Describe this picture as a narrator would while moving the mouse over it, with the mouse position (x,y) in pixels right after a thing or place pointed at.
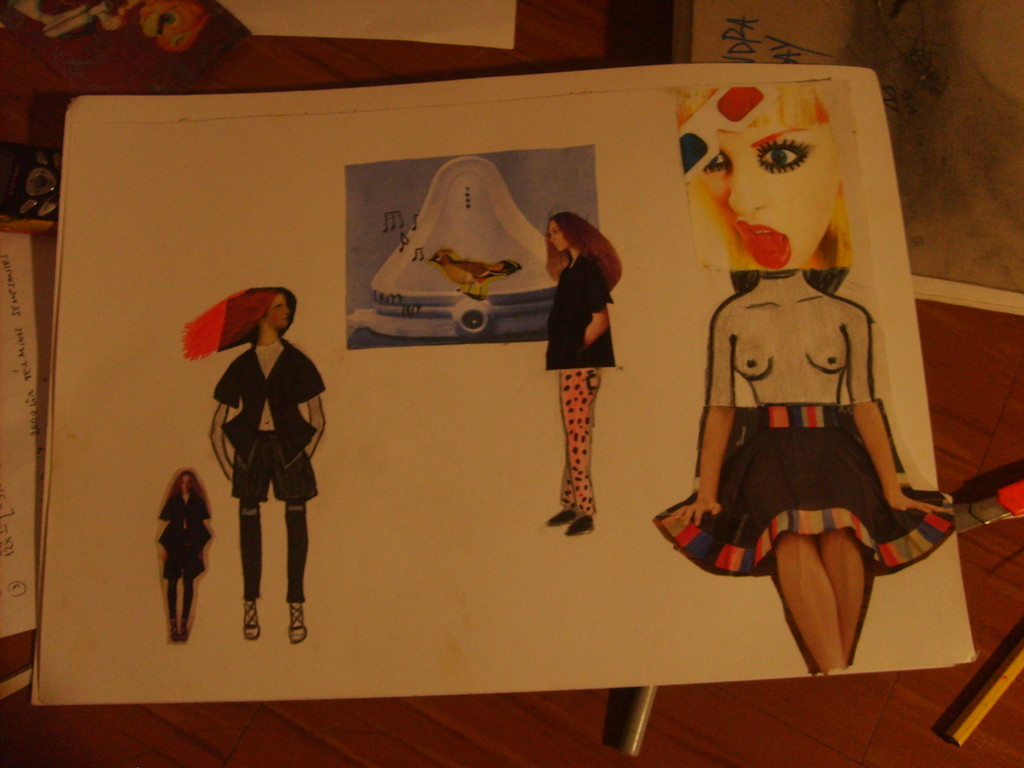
In this image there is a table (310,54) and we can see a book (994,179), papers (362,221), mobile (57,178), pens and some objects (161,34) placed on the table (435,716). In the paper (118,668) we can see pictures (780,508) of ladies (170,532) pasted on the paper (561,470).
